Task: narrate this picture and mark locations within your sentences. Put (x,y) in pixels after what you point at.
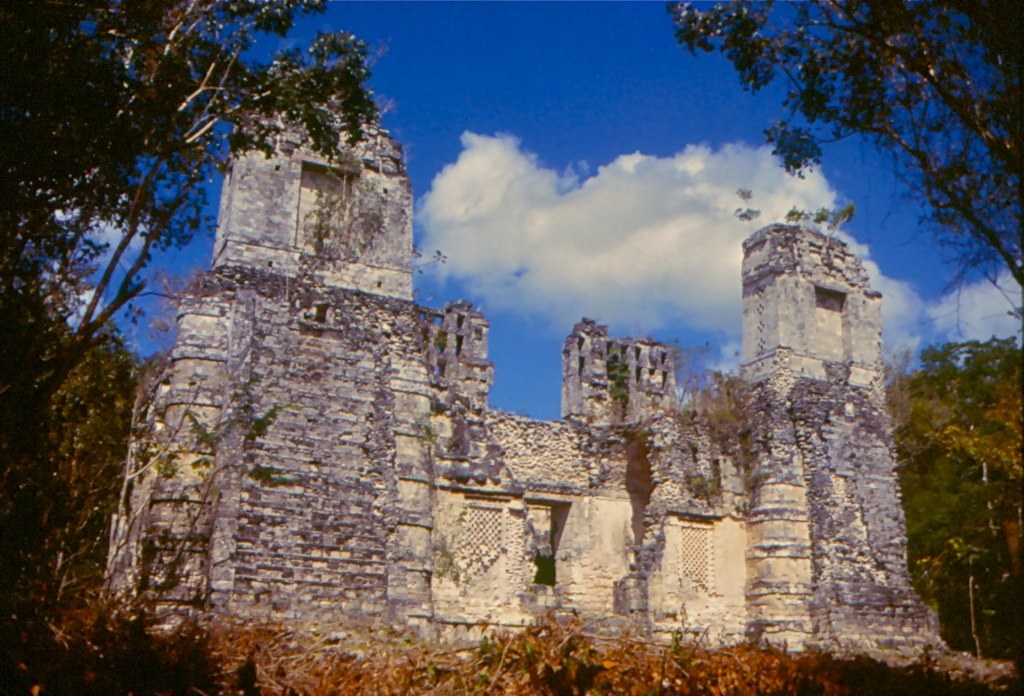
In the middle of this image (482,387) there is a building (762,543). On the right (980,471) and left side of the image (75,306) there are trees (991,583). At the top of the image (515,63) I can see the sky (526,60) and clouds (552,189).
